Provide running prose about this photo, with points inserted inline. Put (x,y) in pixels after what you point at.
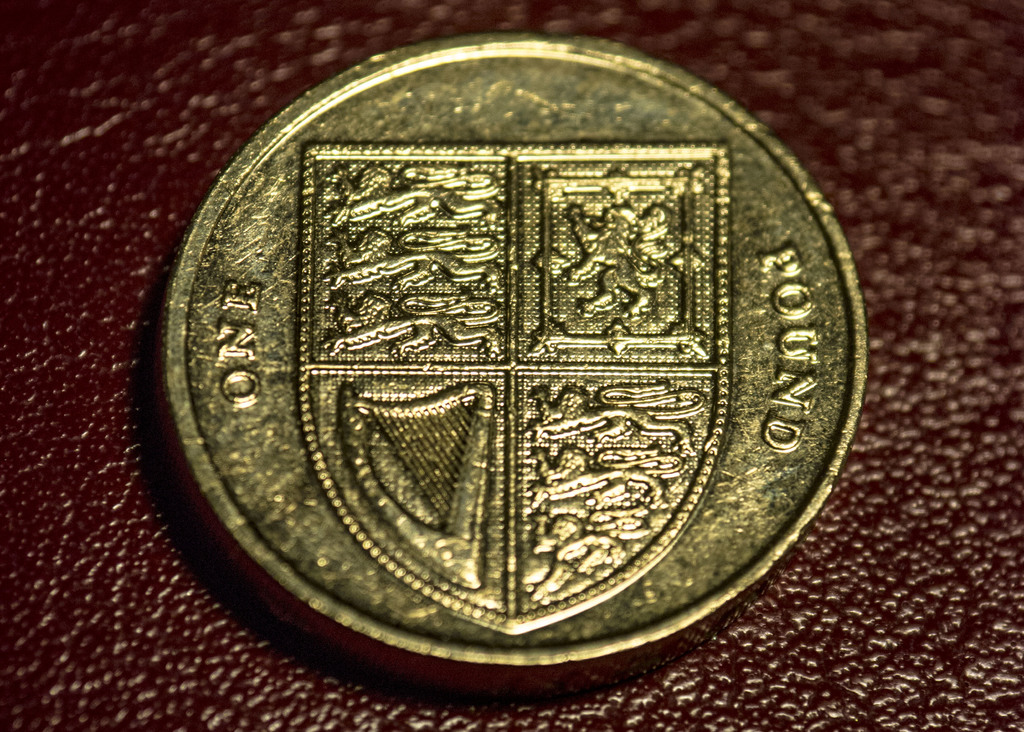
In this image, we can see a gold color coin (669,420) with some symbols (580,341) and text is placed on the maroon surface (63,724).
